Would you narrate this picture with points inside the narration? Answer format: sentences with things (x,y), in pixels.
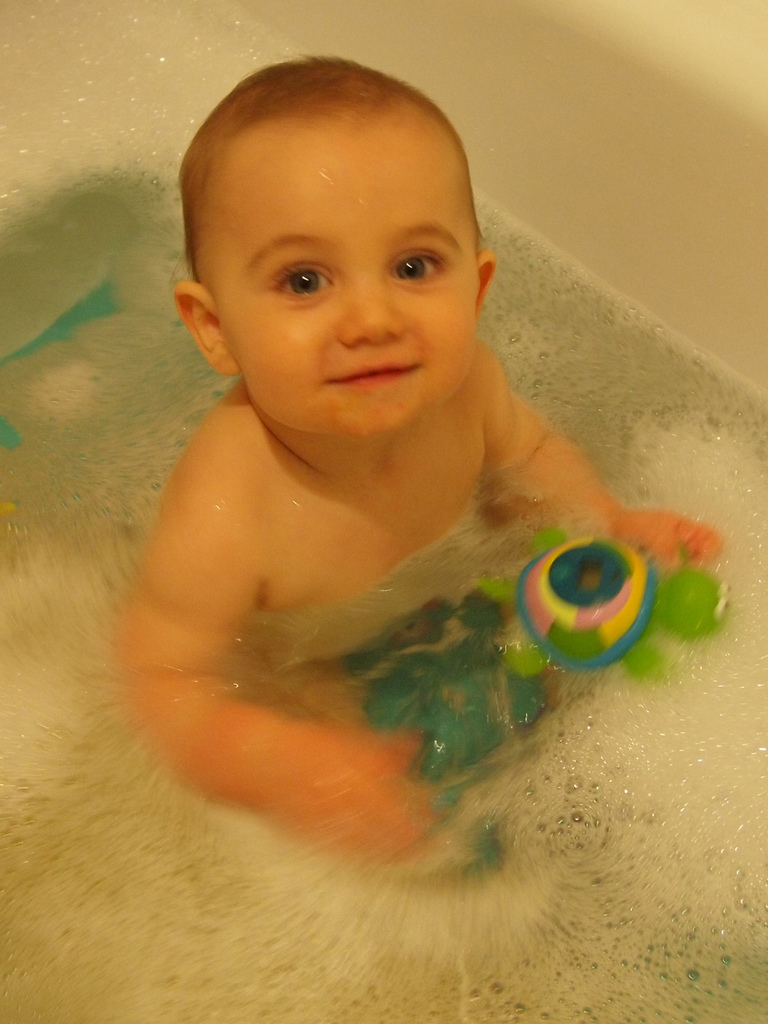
In this picture there is a baby (325,295) sitting inside the bathtub (504,181). There is water (86,297) and there are toys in the bathtub (620,292).
